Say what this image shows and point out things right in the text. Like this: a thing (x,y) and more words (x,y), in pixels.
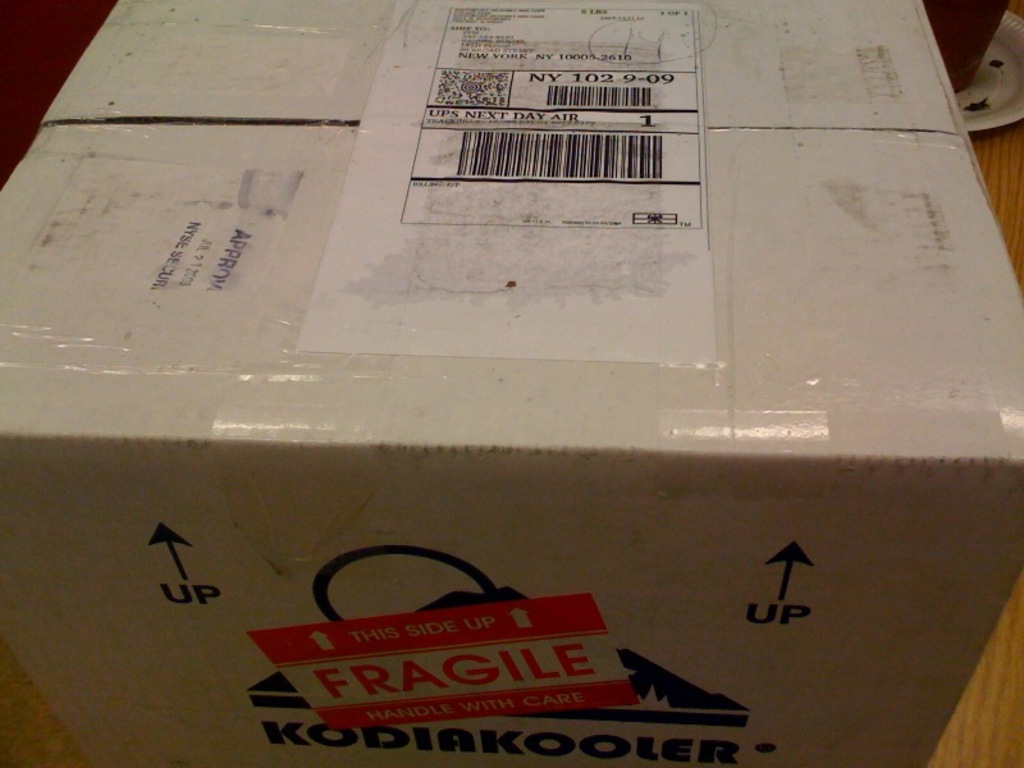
In this image I can see the cardboard box (275,276) and the box (173,357) is in white color and I can see the brown color background (974,722).
